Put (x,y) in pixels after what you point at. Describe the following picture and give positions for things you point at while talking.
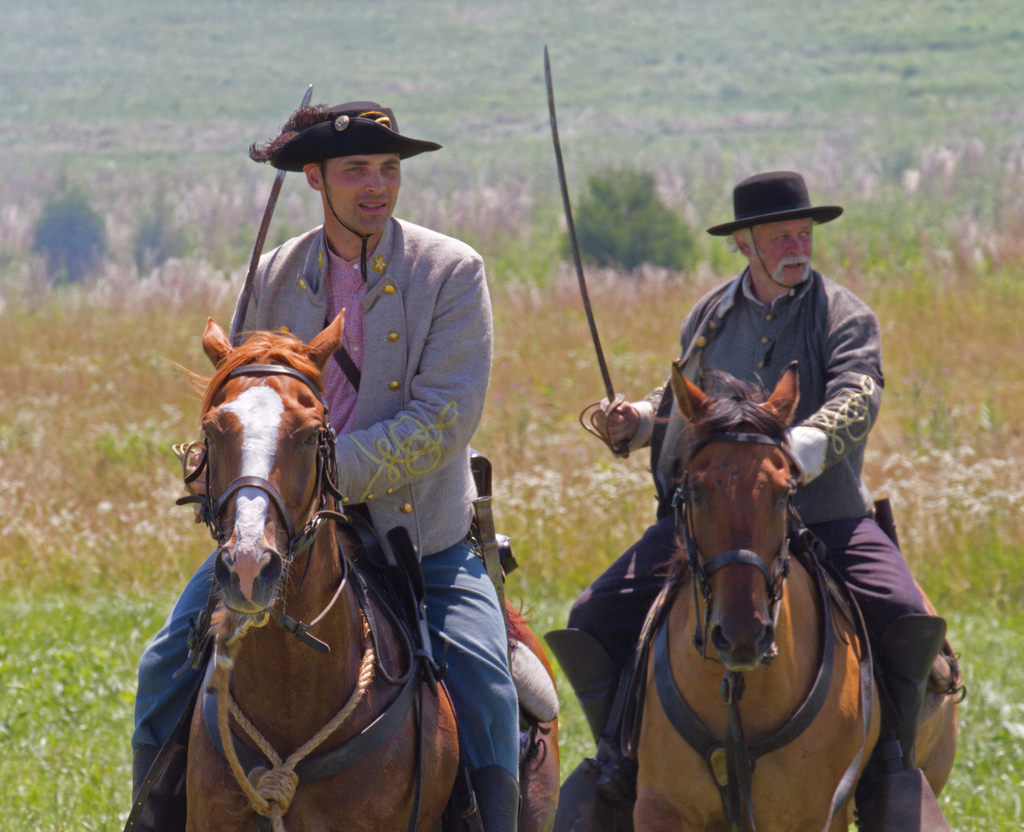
The image is outside of the city. In the image there are two mans (848,354) sitting on horse (795,614) and riding a horse (788,628), in background (676,269) there are some plants (615,204), trees (632,207).
